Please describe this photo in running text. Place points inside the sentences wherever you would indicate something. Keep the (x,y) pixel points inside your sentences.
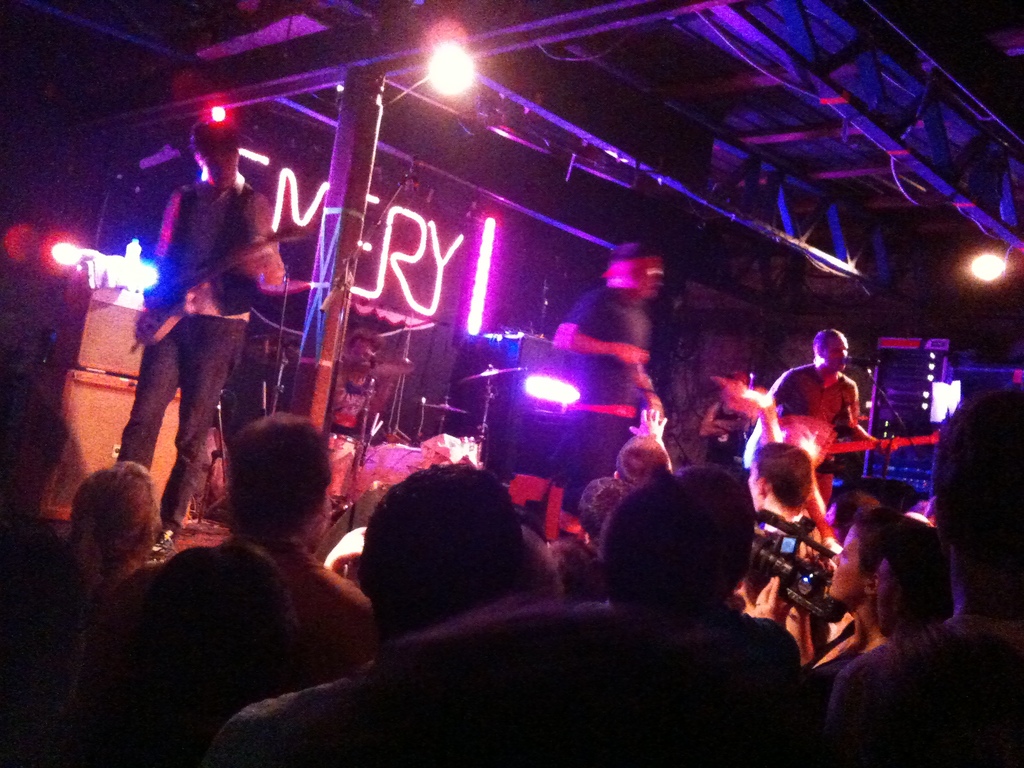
In this image there are group of people (443,527) standing, a person (882,550) holding a camera (774,551), three persons (626,389) holding guitars (141,338), lighting truss (773,51), focus lights (219,117), cymbals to the cymbal stands (479,433), bottle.
